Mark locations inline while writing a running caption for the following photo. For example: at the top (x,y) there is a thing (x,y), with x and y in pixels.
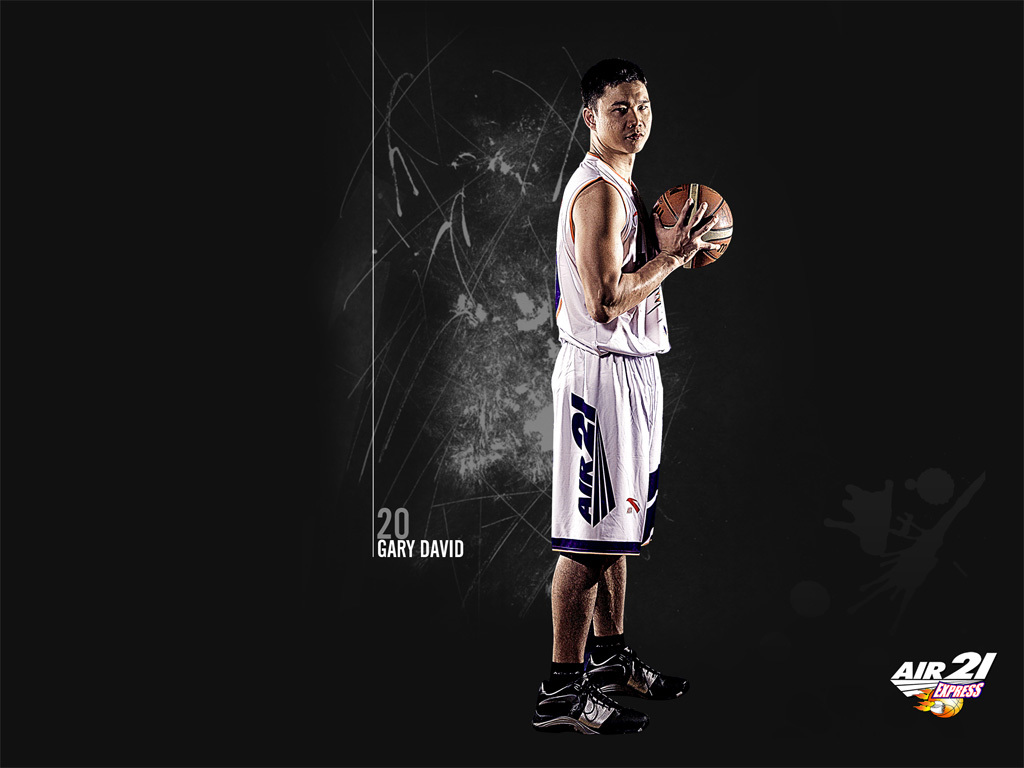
In this image I can see the person (610,143) standing and holding the ball (660,211) and the person (637,249) is wearing white color dress (599,376) and I can see the dark background (313,741).
